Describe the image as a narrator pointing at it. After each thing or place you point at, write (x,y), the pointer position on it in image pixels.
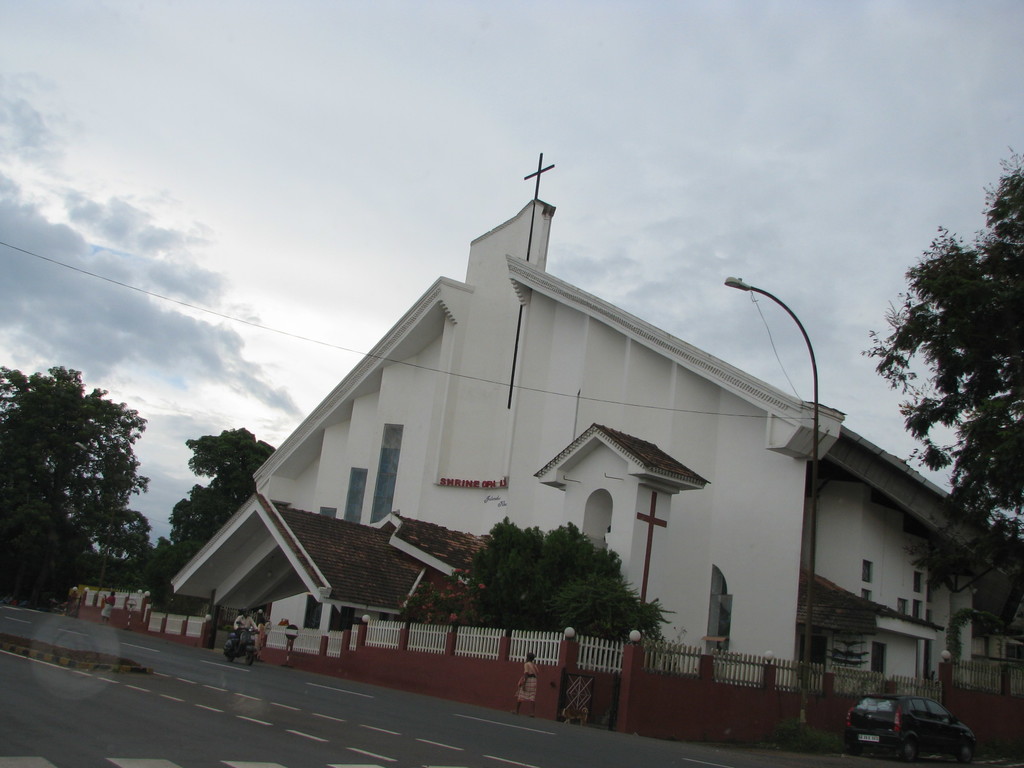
In this picture there is a building (789,573) and there are trees (647,630) and there is a street light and there is text (474,487) on the wall (459,492). In the foreground (681,719) there is a wooden railing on the wall (692,726) and there are group of people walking and there is a person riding motor bike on the road (201,743) and there is a car (940,708) on the road (849,756). At the top (527,116) there is sky (439,134) and there are clouds (494,147). At the bottom (196,725) there is a road (209,732).
